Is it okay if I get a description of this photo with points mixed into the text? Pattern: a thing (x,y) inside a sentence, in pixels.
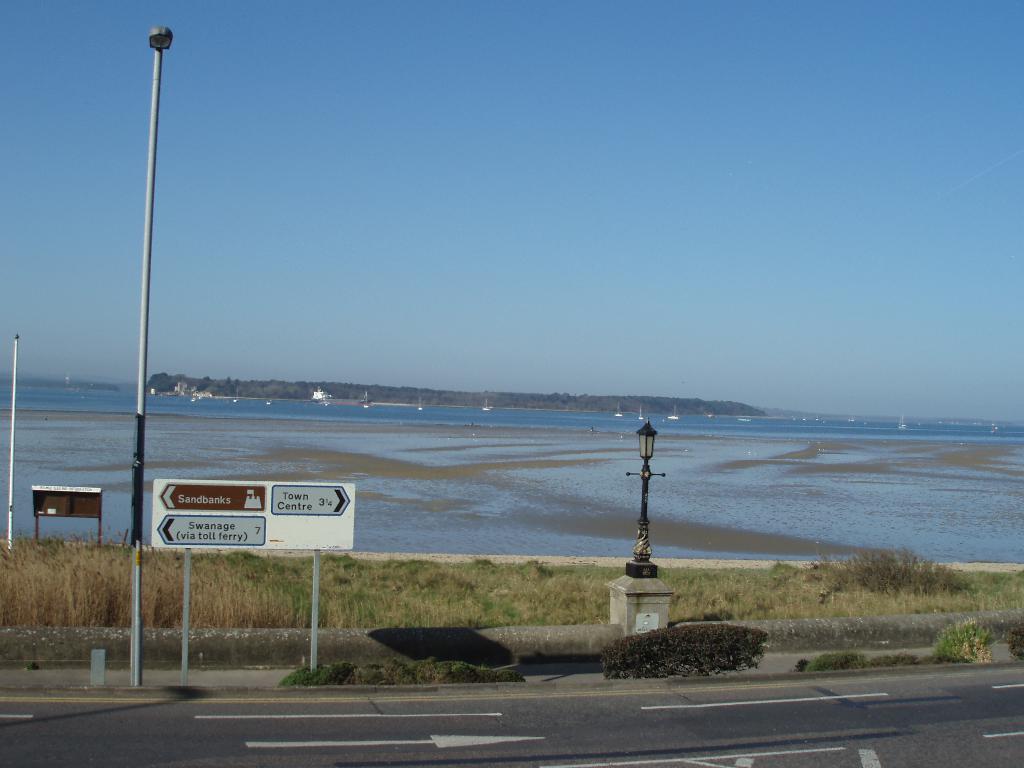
In this image we can see grass (131,579), sign board (243,543), street light (142,644), a light pole (647,485) on the pillar (626,608) beside the road (658,733) and in the background (279,410) there is water (322,412), mountains (419,401) and the sky (456,248).
